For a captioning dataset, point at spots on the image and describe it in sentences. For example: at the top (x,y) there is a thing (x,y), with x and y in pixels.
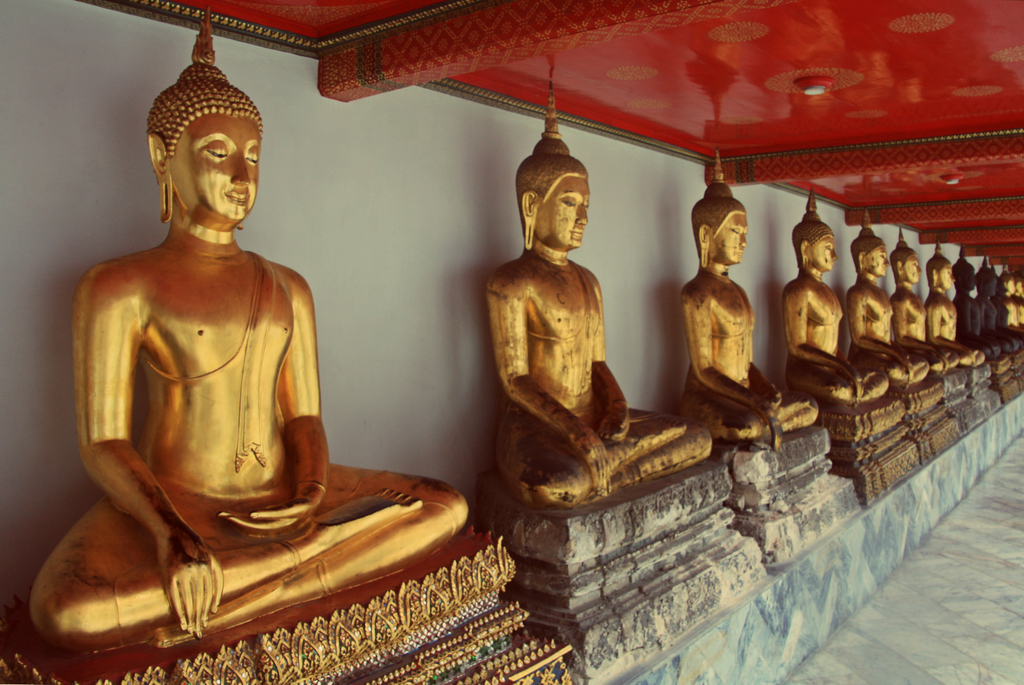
In this image I can see number of Buddha statues (993,275). I can see few are in black colour and rest all are in golden colour.
